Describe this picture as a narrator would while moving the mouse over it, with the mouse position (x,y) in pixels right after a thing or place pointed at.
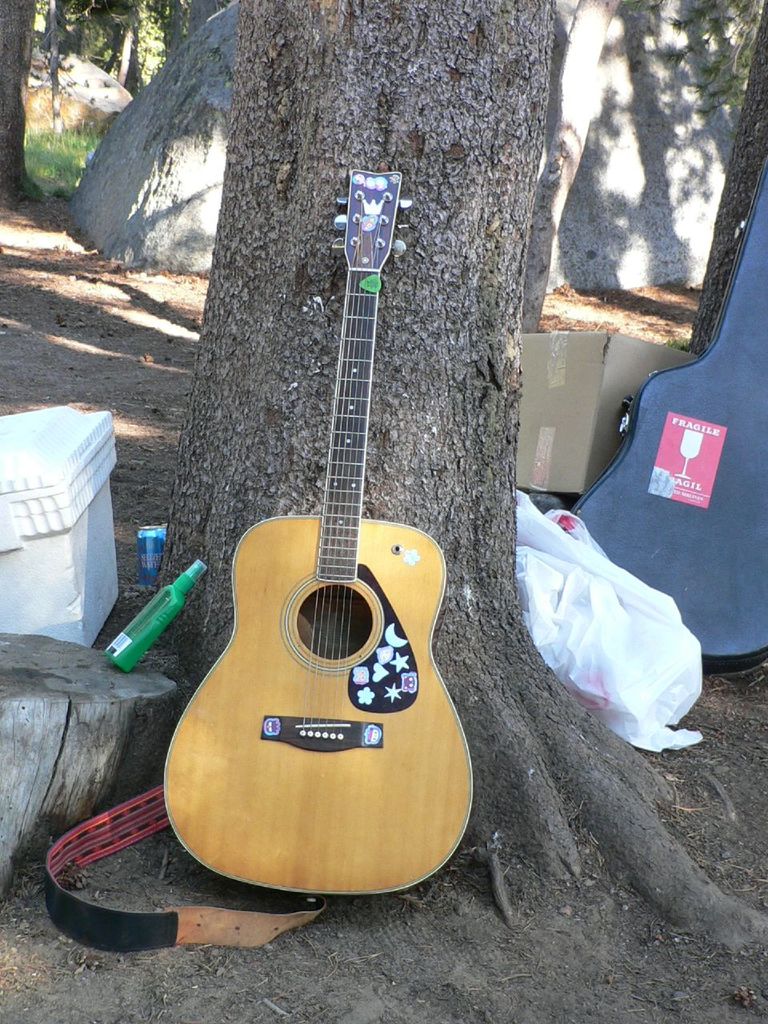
In this image In the middle (346,534) there is a guitar (312,726), bottle (156,618), box (33,461) and tree (394,150). On the right (737,430) there is a bag (708,534), box (606,435), trees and stone (700,98).
